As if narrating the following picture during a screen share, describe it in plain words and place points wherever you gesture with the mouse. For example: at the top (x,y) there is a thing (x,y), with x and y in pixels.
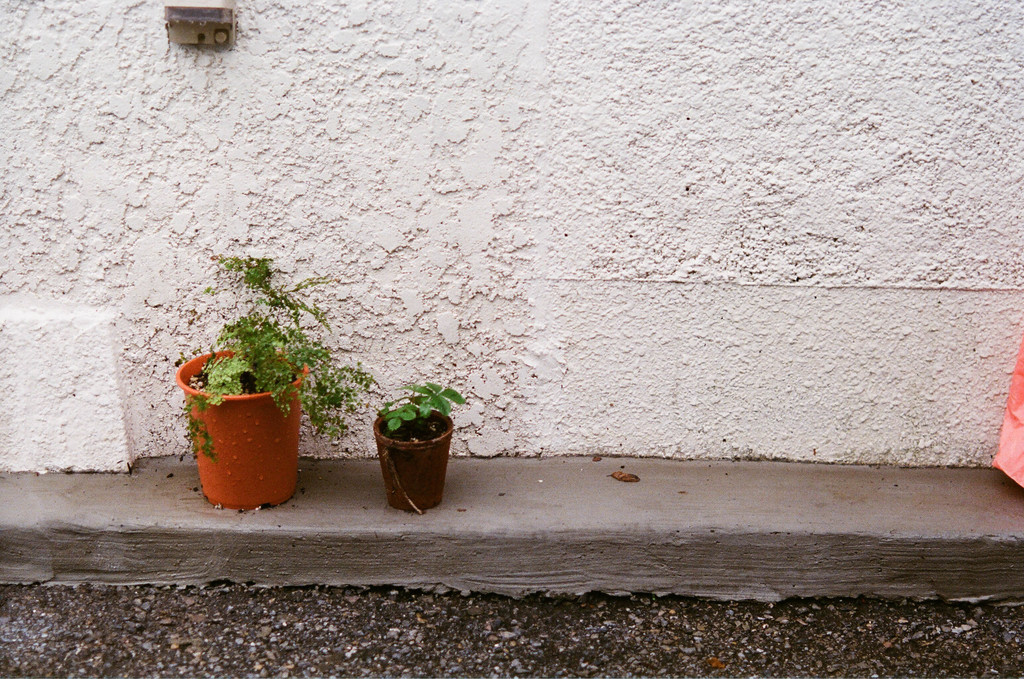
In the picture we can see a wall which is made up of cement (707,493) on it, we can see two house plants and in the background (32,256) we can see a wall (135,278) which is white in color.
